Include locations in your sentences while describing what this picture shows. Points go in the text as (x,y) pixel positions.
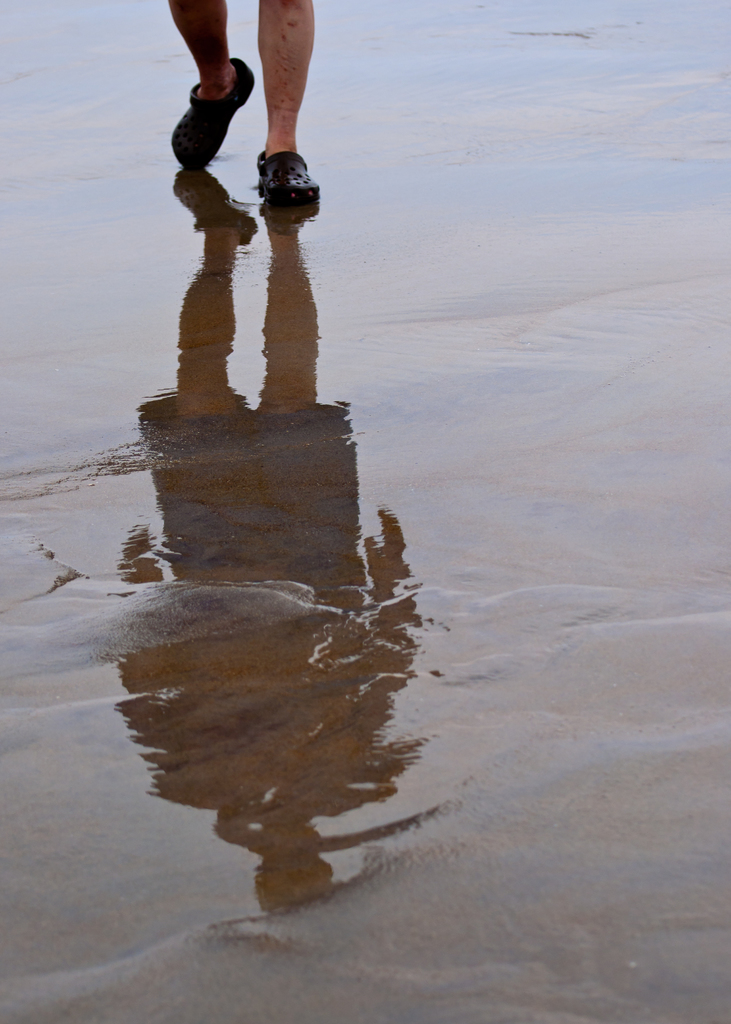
In this image there is a person (271,144) walking on the beach sand (293,260) with water (457,397).
